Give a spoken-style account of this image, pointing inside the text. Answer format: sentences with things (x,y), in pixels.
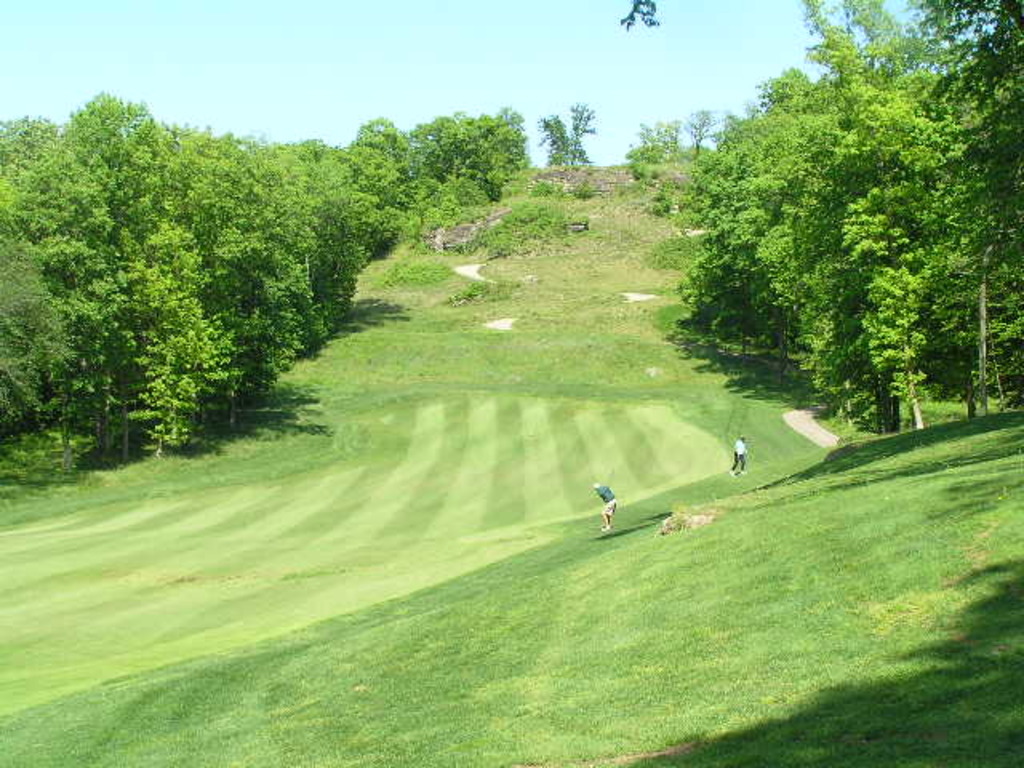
In this image there is the sky (351,52) towards the top of the image (716,78), there are trees (862,307), there are plants (539,241), there is grass (563,523), there is a man (613,496) standing, there is a man (737,446) walking.
